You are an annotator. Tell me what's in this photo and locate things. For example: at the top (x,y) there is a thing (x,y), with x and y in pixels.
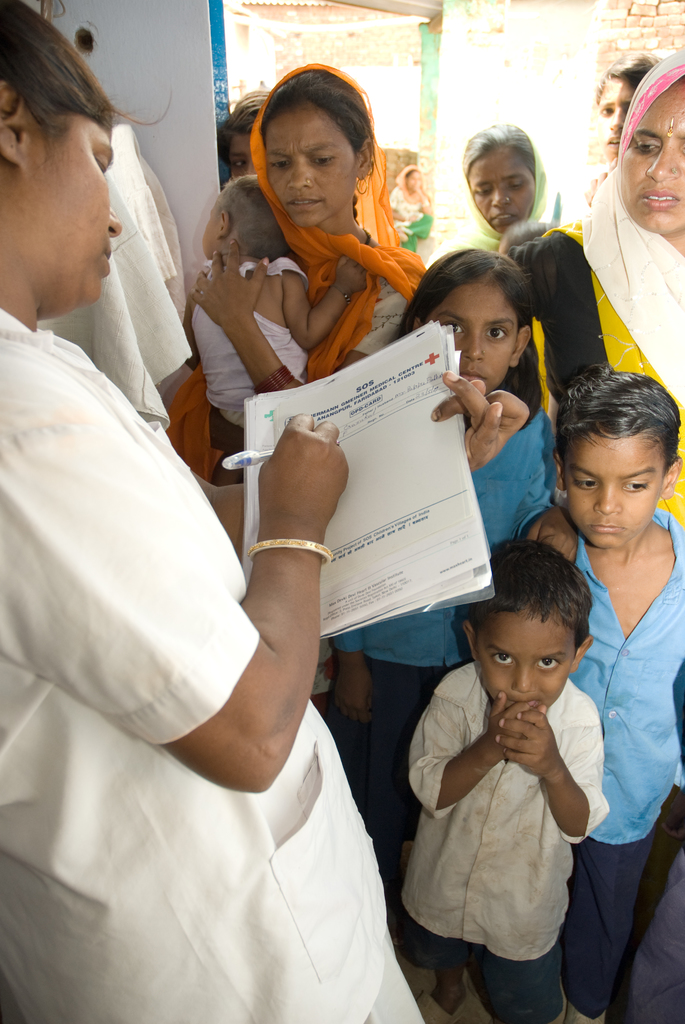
In the image there is a woman (222,683) in doctors apron (156,482) writing prescription (364,450) on the left side (208,597) and in the front (498,365) there are many kids (581,392) and woman (602,254) standing.
